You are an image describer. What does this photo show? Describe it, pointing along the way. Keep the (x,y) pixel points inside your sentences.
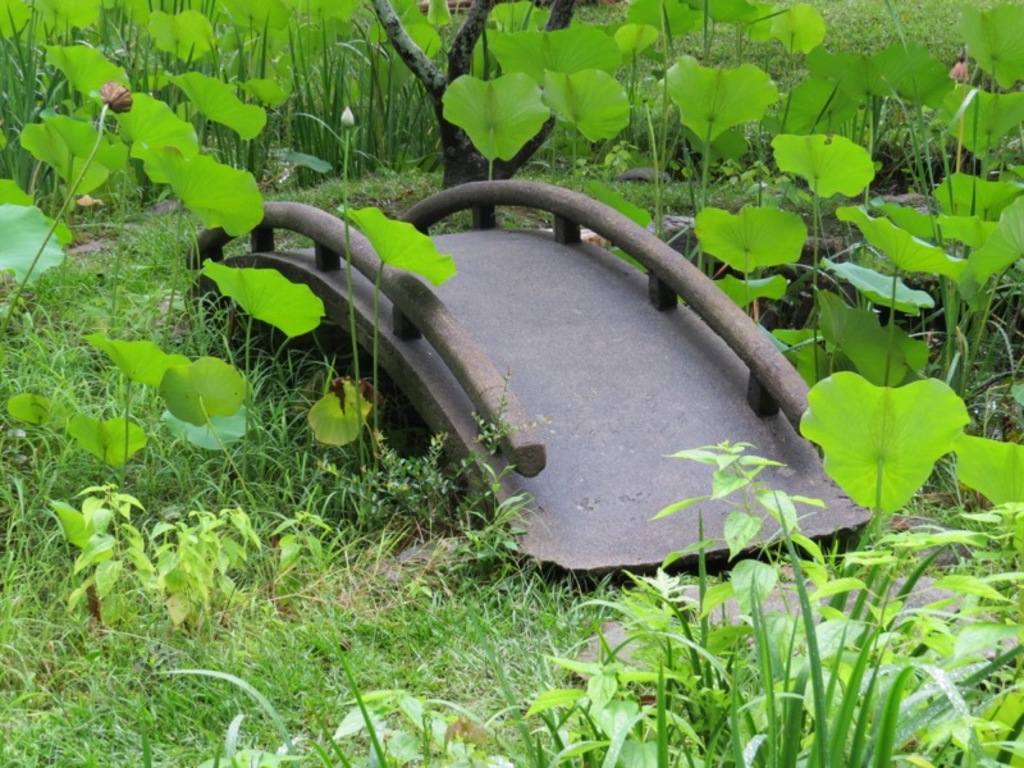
In this image I see a bridge (476,309) and I see the grass (19,345) and number of plants (767,22) and I see a bud (344,127) over here.
